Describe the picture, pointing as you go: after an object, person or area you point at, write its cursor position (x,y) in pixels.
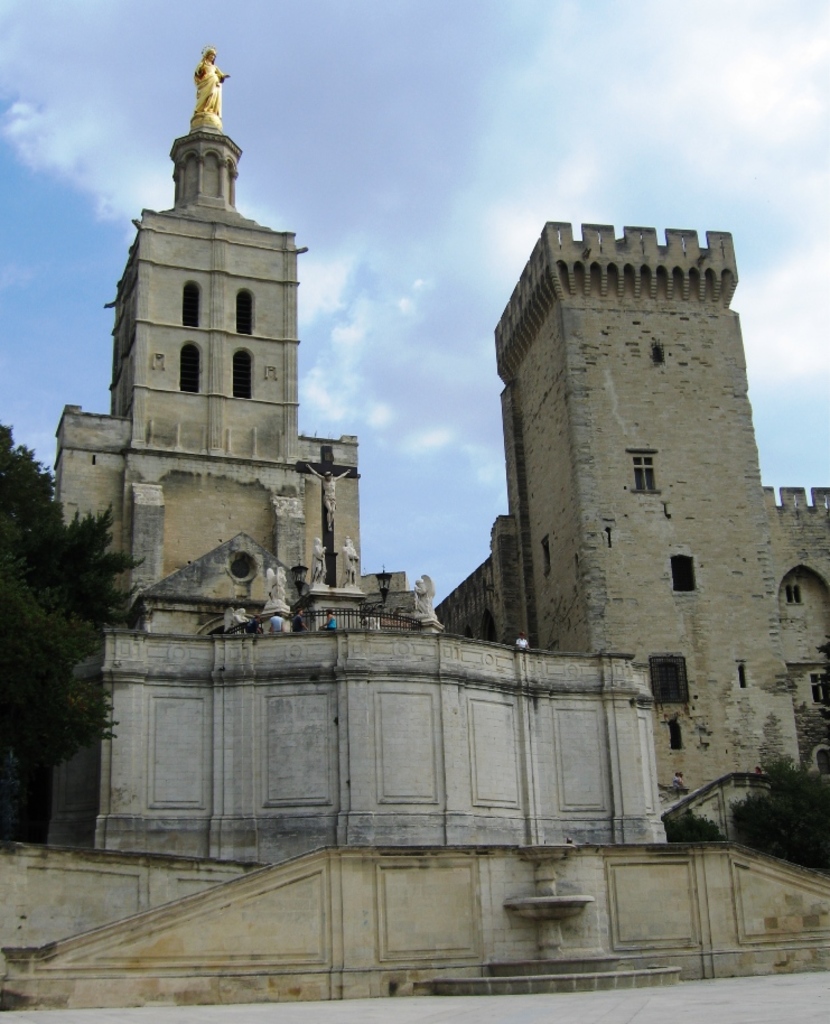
In the center of the image (506,423) there are buildings (280,504). There is a statue (202,107) on the building (224,163). To the left side of the image (77,601) there is a tree (11,702). At the top of the image (471,53) there is sky (318,126) and clouds (642,112).
